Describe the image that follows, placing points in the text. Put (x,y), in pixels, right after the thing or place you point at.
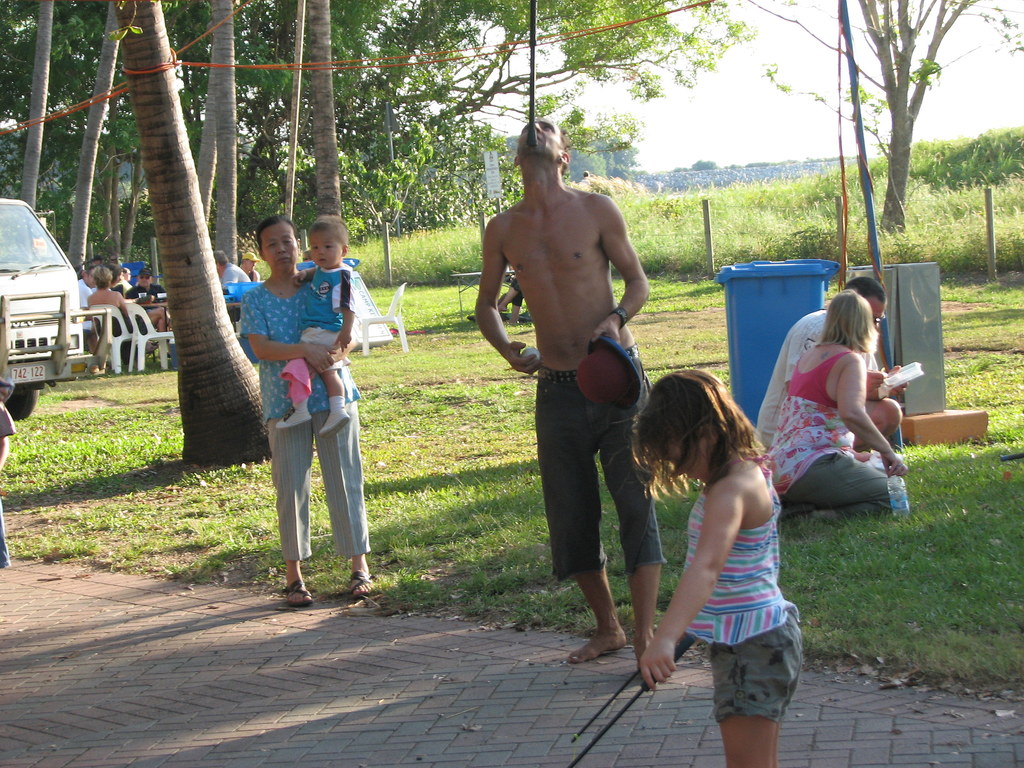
In this picture there is a man (629,500) who is wearing jeans (635,507) and he is looking up. At the bottom (757,746) there is a girl (716,601) who is holding the sticks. On the right (815,481) there are two persons (829,444) who are sitting near to the dustbins (813,305) and pole (884,340). On the left (255,260) i can see the group of persons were sitting on the chair (135,314) near to the table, beside them there is a truck (35,289). In the back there is a man (505,308) who is sitting near to the wooden table (459,282). In the background (517,187) i can see the farmland (855,171), grass (1023,216), plants (969,168) and trees (540,110). In the top right (828,149) there is a sky (805,44).
